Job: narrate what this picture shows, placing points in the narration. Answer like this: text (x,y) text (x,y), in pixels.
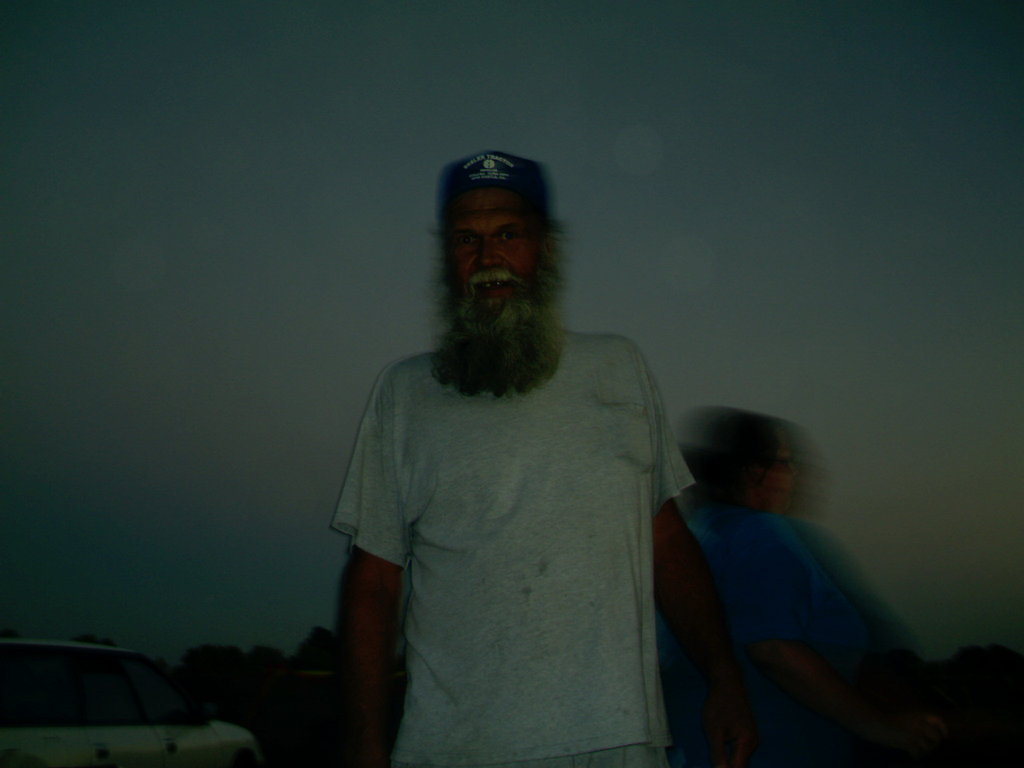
There is a man (477,560) standing. Background (202,684) we can see sky (753,287), car (202,740) and trees (209,669).
